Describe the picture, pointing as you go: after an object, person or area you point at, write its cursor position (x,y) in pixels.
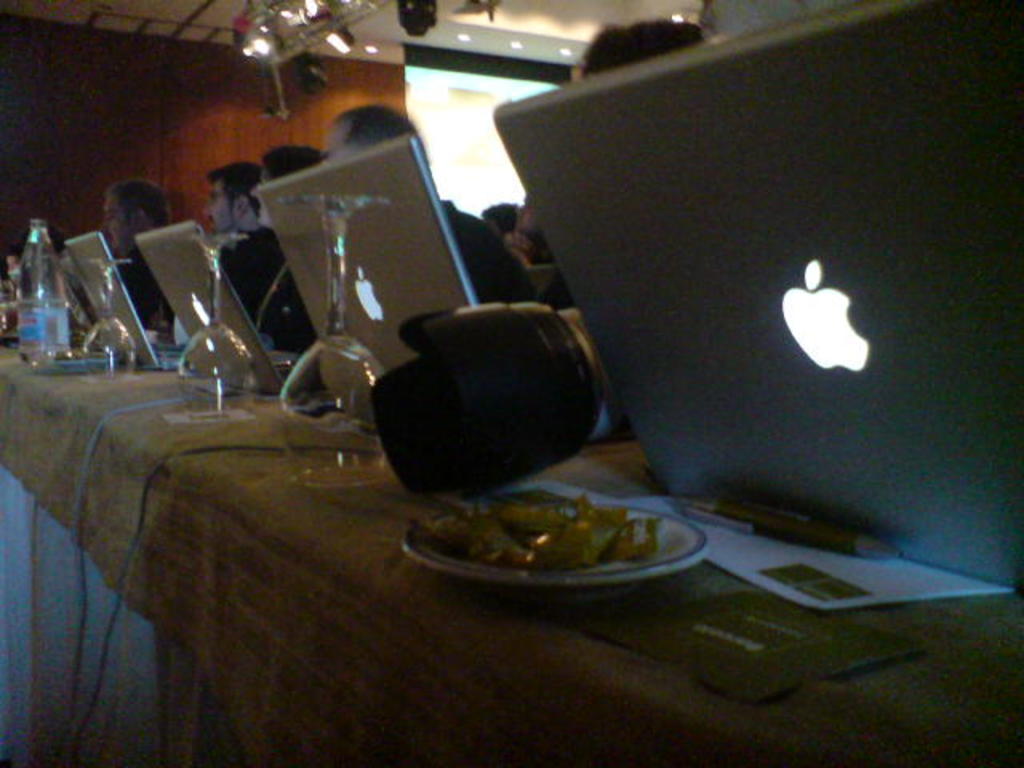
they are so many laptops (971,232) in a room (19,225) operated by a people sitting behind and there are some glass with some food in a plate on the table (509,738).
